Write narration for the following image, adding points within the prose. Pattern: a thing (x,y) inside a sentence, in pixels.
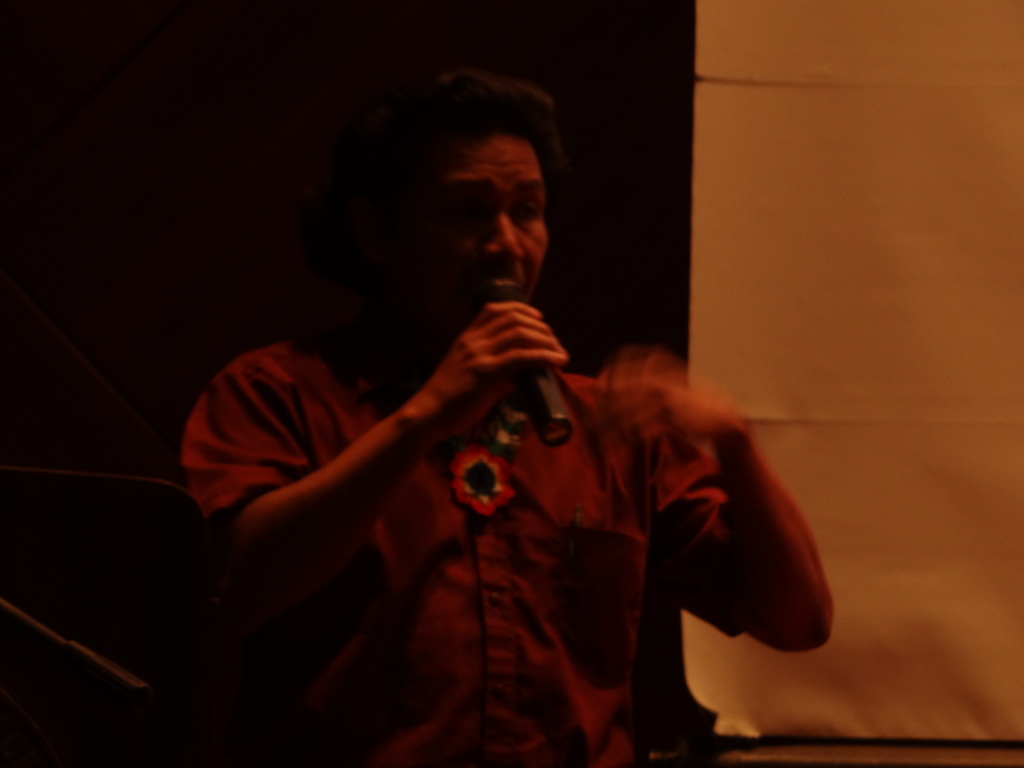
In this picture there is a person (556,366) wearing red shirt (643,559) is holding a mic (520,291) in his hand (522,319) and speaking in front of it and there is an yellow color object (871,259) in the right corner (905,303).
